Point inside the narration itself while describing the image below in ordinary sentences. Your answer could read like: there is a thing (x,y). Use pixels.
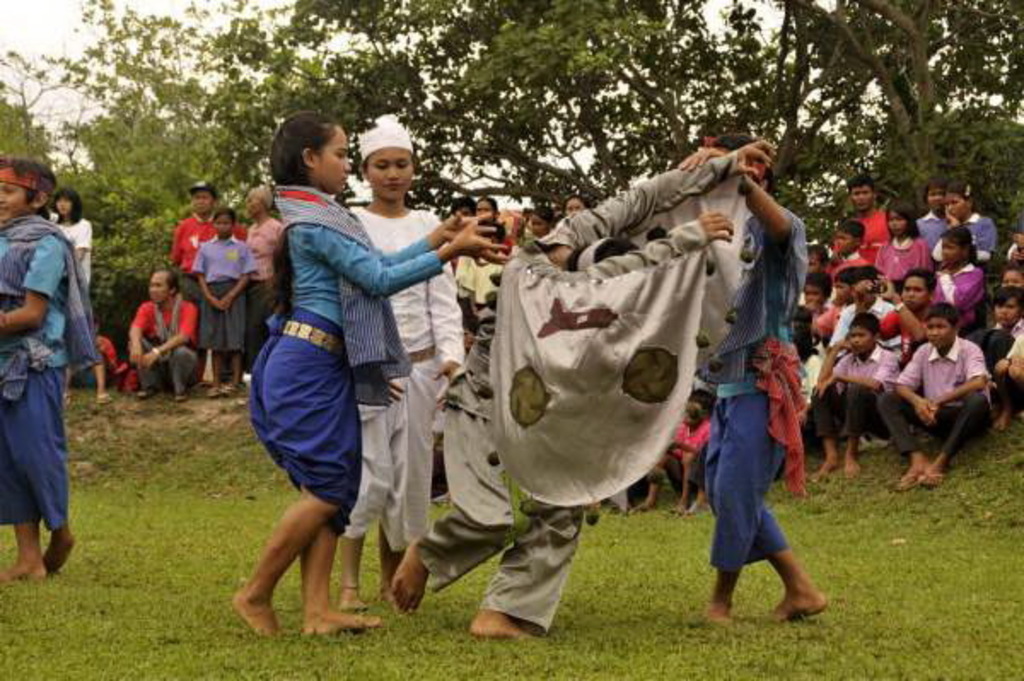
In this image I can see the group of people (482,365). I can see few people (889,427) are sitting on the ground (152,472) and few people (472,285) are standing and wearing the different color dresses (582,302). In the back (446,148) there are many trees (253,91) and the sky (86,47).
